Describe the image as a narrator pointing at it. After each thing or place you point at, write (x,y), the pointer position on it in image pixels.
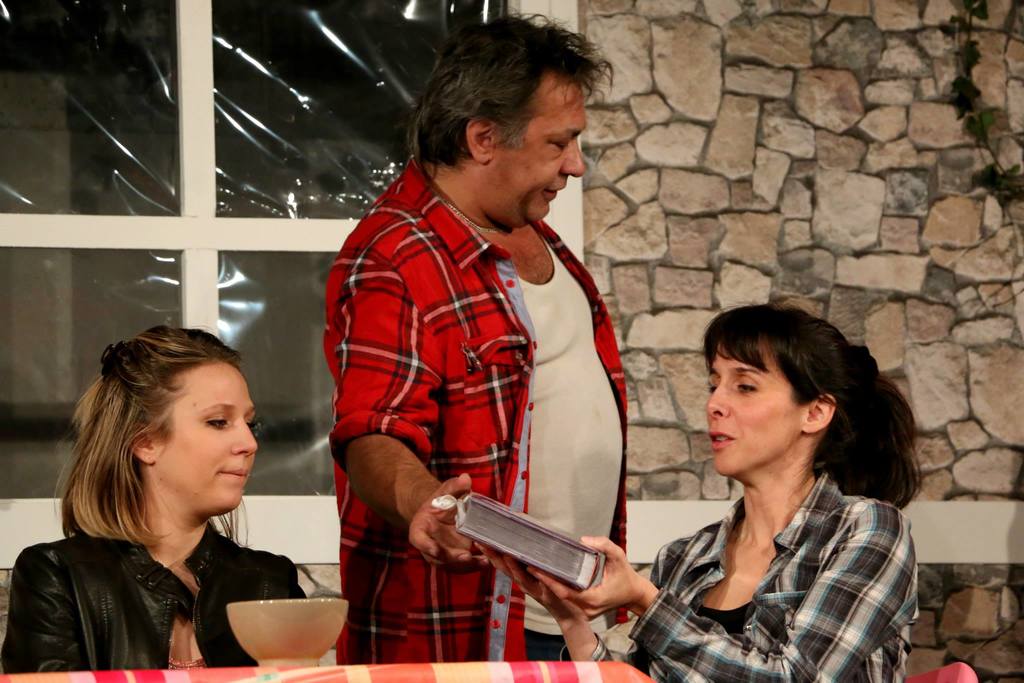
In this image, we can see three people (591,521). On the right side (760,598), a woman (759,598) is holding a book (563,572). At the bottom (570,669), we can see a cloth (559,673), bowl (292,630). Background (674,149) there is a wall (623,244), window (279,191) we can see.
